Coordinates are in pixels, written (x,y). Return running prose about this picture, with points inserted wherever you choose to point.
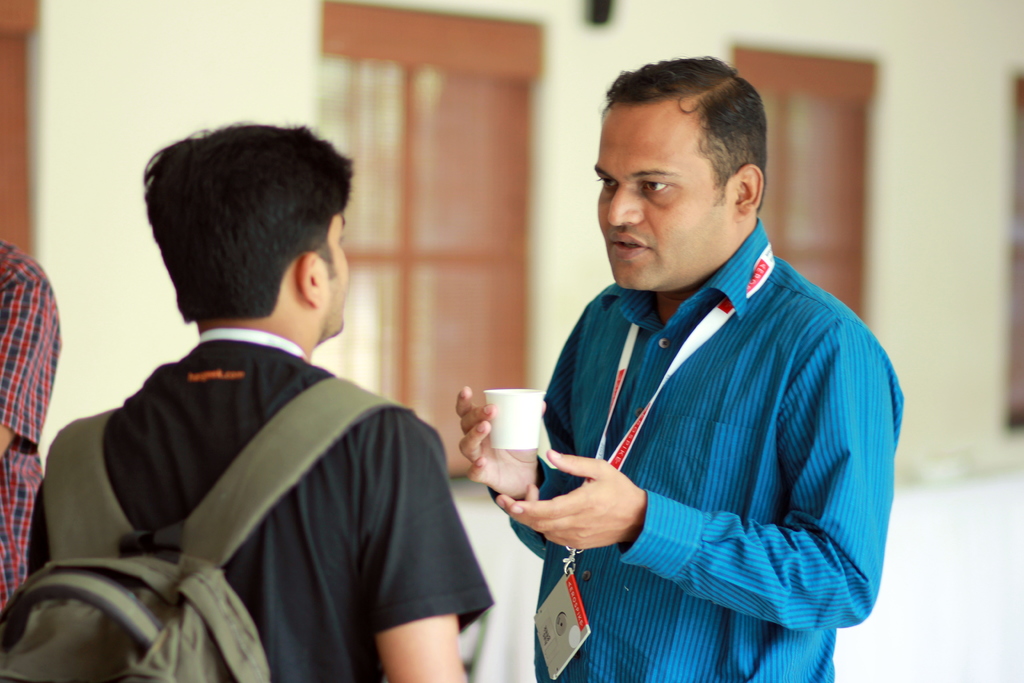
In this image I can see two men (242,443). The man (603,438) who is on the right side (708,374) is wearing blue color shirt (735,449), holding a glass (511,427) in hand (509,474) and speaking something by looking at the other man (297,377) who is wearing black color t-shirt (319,546) and a bag (149,583). On the left side (27,424) I can see a person's hand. In the background (526,43) there are two windows (374,143) and a wall (124,99).
